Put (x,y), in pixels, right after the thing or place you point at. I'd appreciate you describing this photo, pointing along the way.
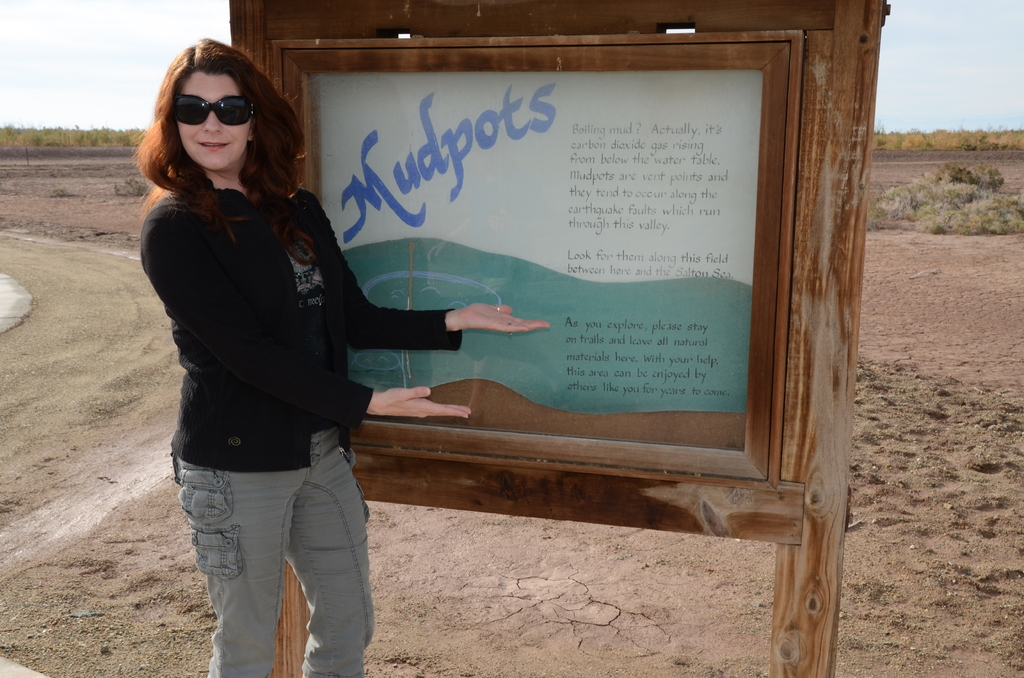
In this image, we can see a lady (294,334) wearing glasses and there is a board (644,253) with some text (609,202). In the background (989,204), there are trees (970,175). At the bottom (996,622), there is ground (890,300).
